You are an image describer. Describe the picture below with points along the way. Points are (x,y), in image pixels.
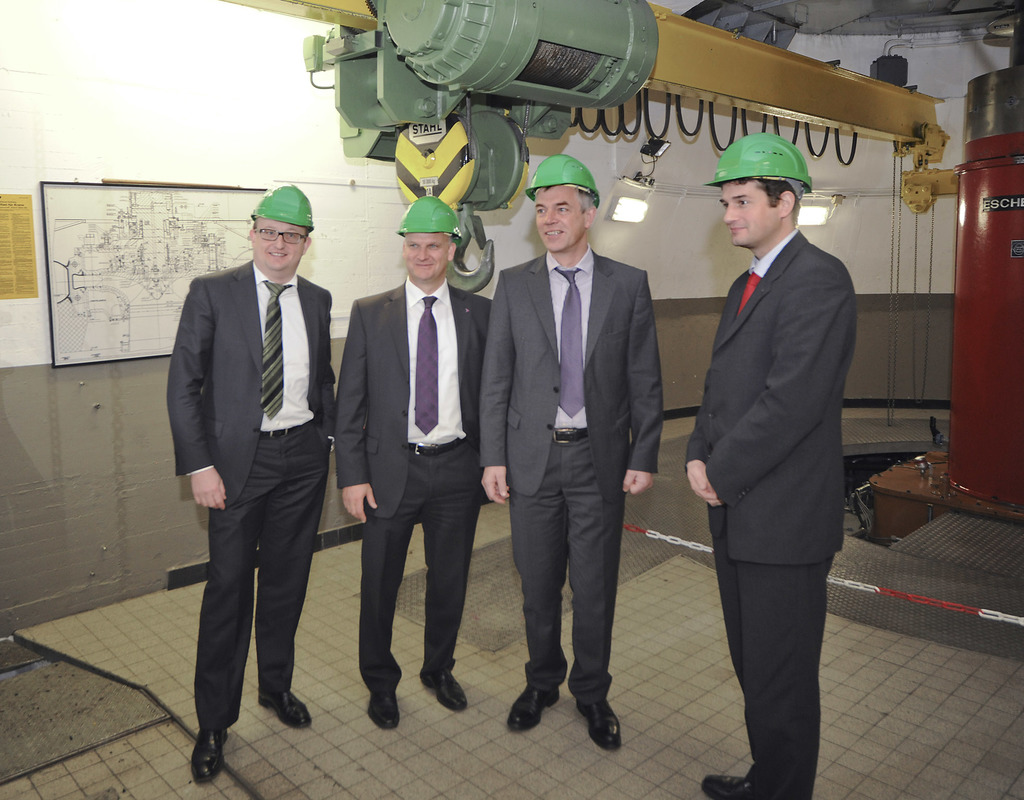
In the foreground of the picture (406,419) there are four men (562,447) wearing suits (402,378) and helmets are standing. In the background (505,161) there are some heavy machinery (1001,315) and lights (812,204). On the left (115,276) there is a map (139,278). In the picture the wall (335,240) is painted white.
